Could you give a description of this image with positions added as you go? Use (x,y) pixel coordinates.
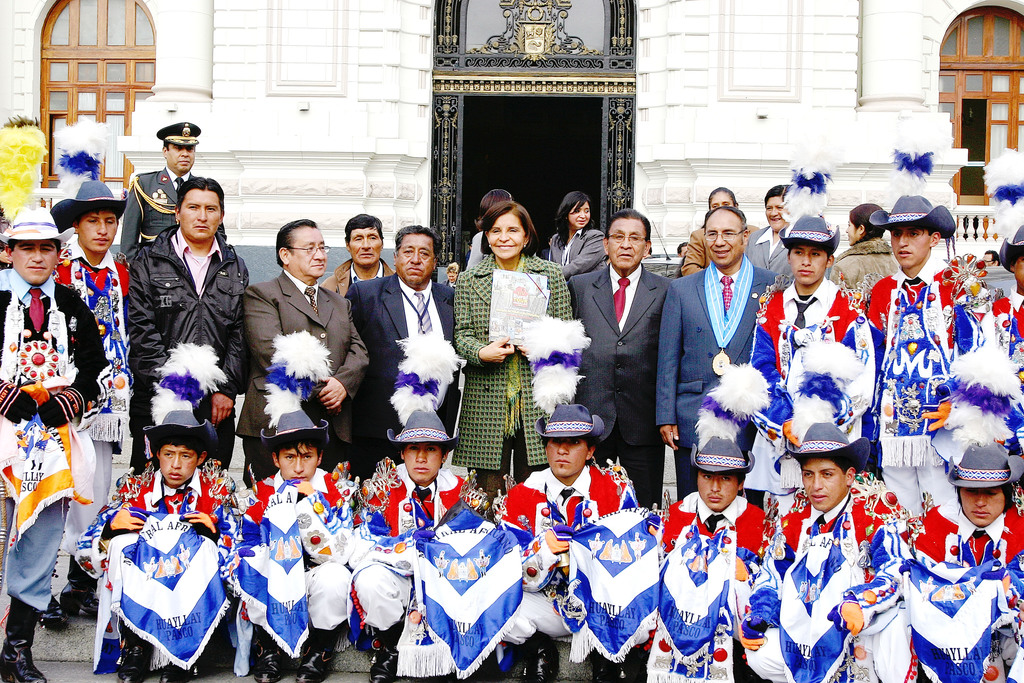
This is an outside view. Here I can see a crowd (356,527) of people (305,519) giving pose for the picture. On the right side (888,405) few people (844,495) are wearing costumes (427,550), caps (728,470) on their heads (438,469) and few people (425,320) are wearing suits (274,299). In the background (161,189), I can see some more people (150,186) and also there is a building (481,92).
